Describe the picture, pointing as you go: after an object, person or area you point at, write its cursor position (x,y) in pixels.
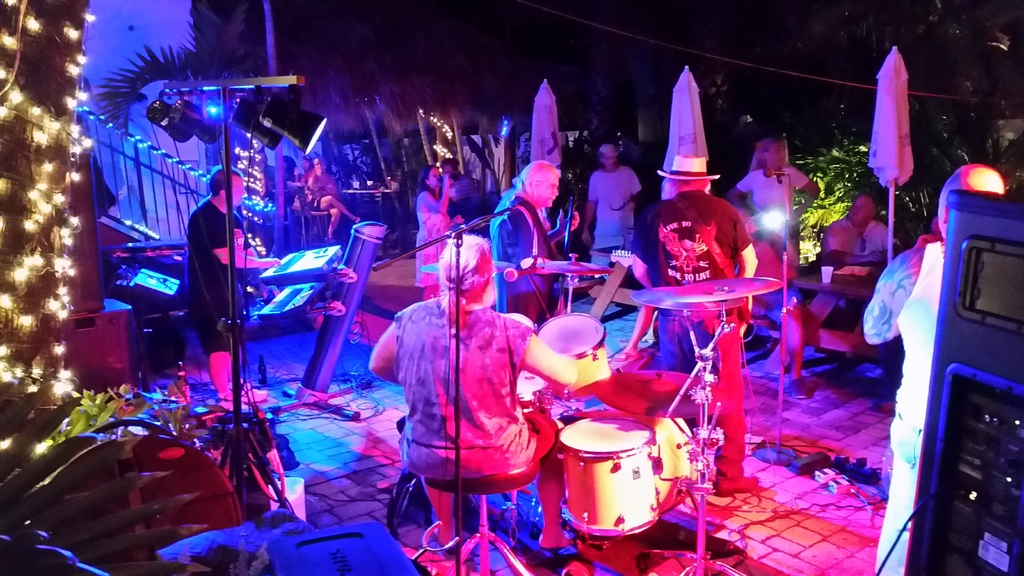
In this image i can see three persons (468,358) playing a musical instrument (521,260) at the back (454,171) there are few other persons (459,190) some are standing and some are sitting at the left side (145,194) i can see the railing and a light (44,194), at the background (761,65) i can see a tree (835,154).
